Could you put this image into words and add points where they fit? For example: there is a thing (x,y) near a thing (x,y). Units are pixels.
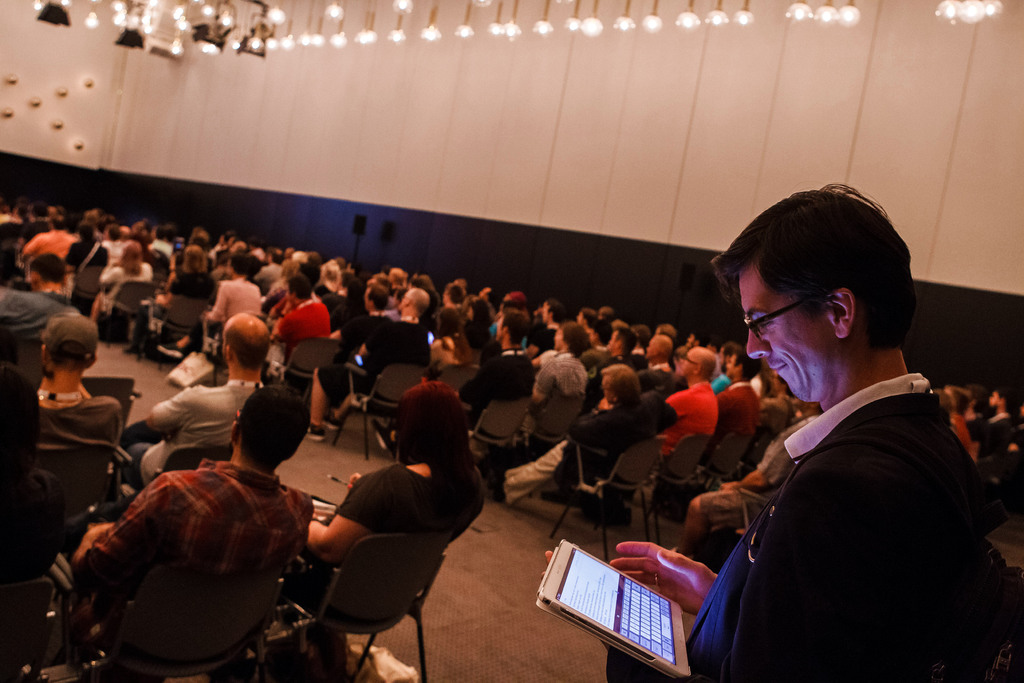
In the image we can see there are lot of people (239,372) sitting on the chairs (205,457). There is a man (781,611) standing and he is holding ipad (612,594) in his hand (654,576). There are lightings (542,23) on the top (59,21).
